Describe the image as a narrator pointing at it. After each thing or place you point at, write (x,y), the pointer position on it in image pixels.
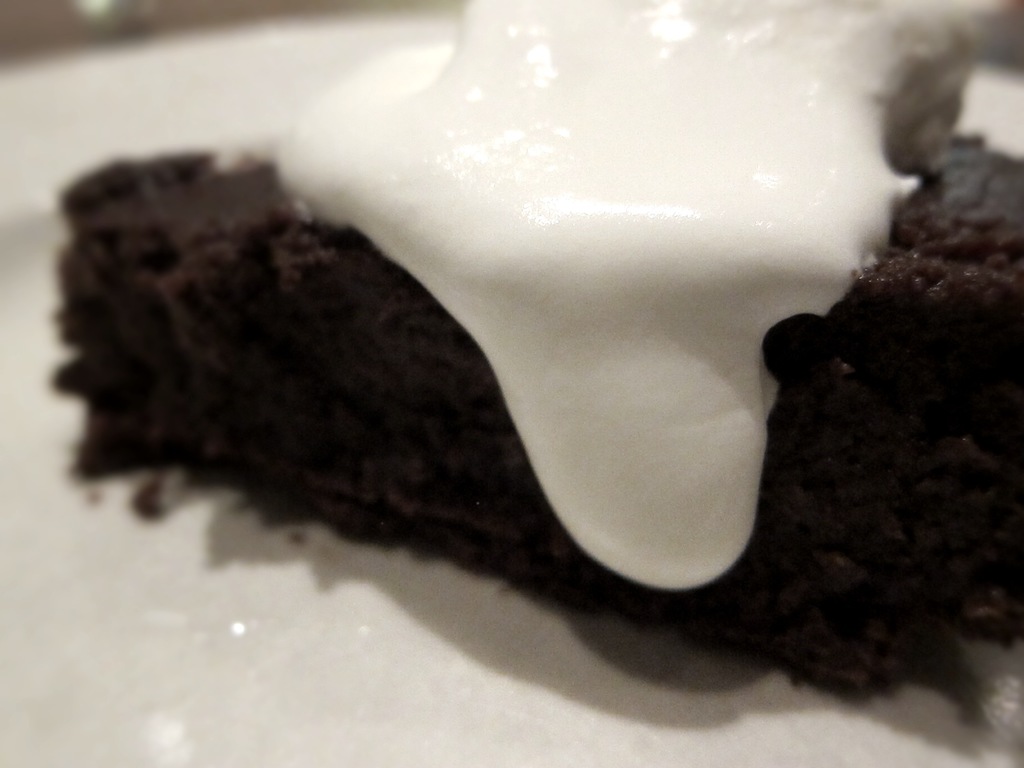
In the foreground of this picture (560,570), there is a chocolate cake (514,535) on which ice cream (614,255) is present on a platter (231,649).
